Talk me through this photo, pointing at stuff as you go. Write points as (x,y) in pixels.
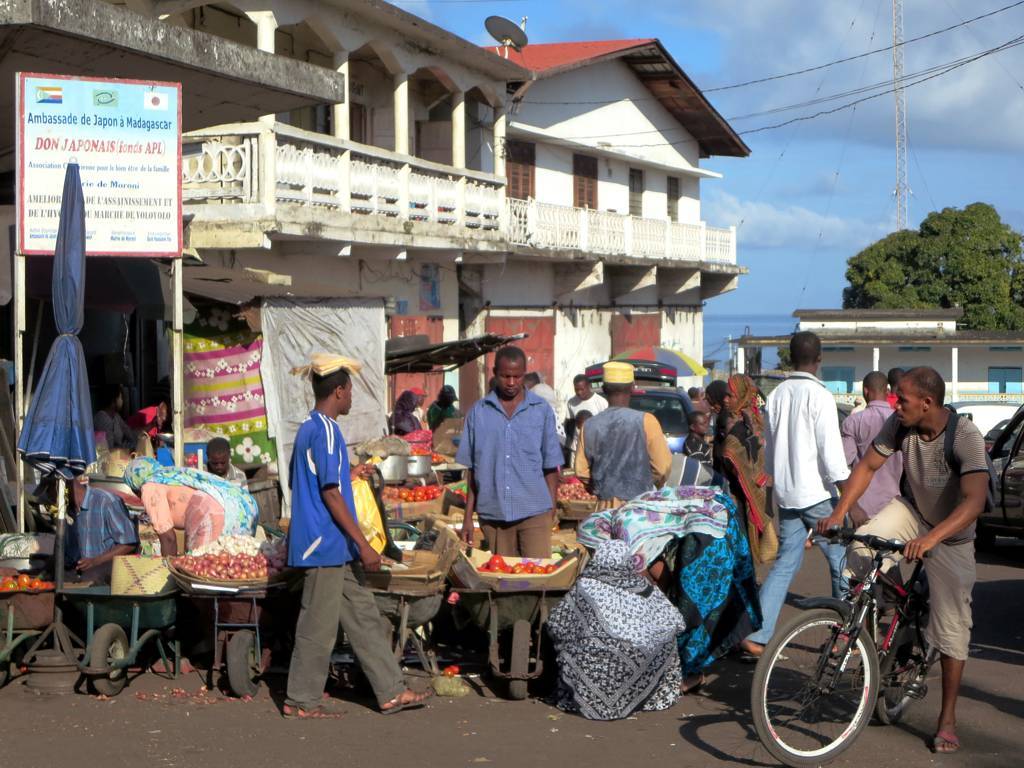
This picture shows a market (495,558). This is a vegetable market (394,573). There are some people (628,634) who are purchasing and some are selling. In the background (652,210) there is a house (448,208). There are some trees (929,264) and sky (803,166) with some clouds (781,39) here.
